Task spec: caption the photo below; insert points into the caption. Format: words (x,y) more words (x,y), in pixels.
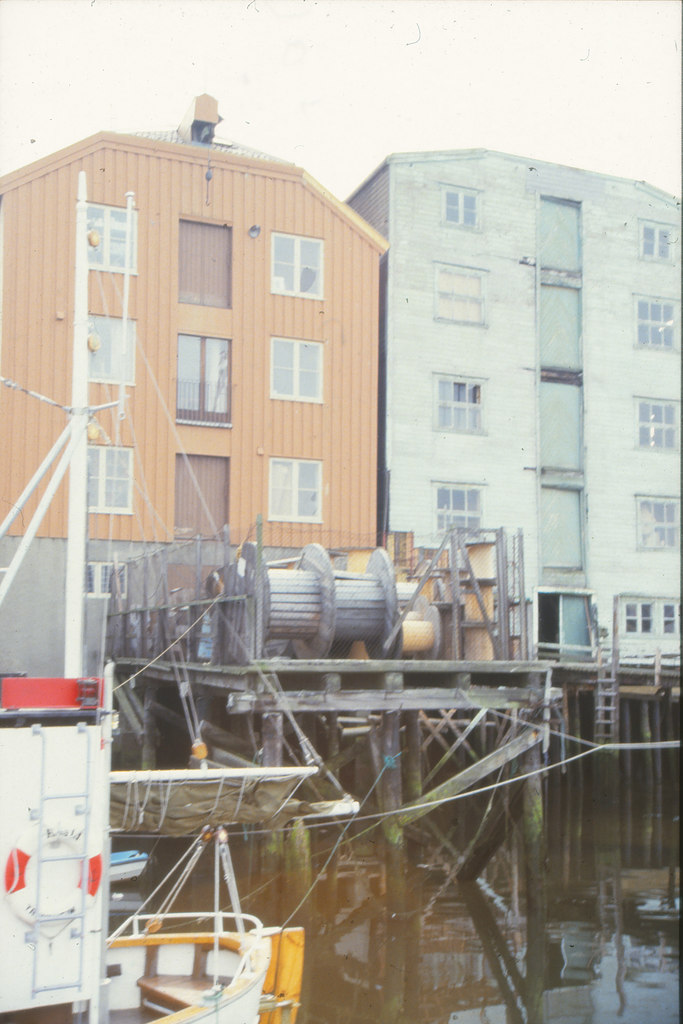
In this image we can see sky (124,60), buildings (263,308), cable reels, water (370,921) and machines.
